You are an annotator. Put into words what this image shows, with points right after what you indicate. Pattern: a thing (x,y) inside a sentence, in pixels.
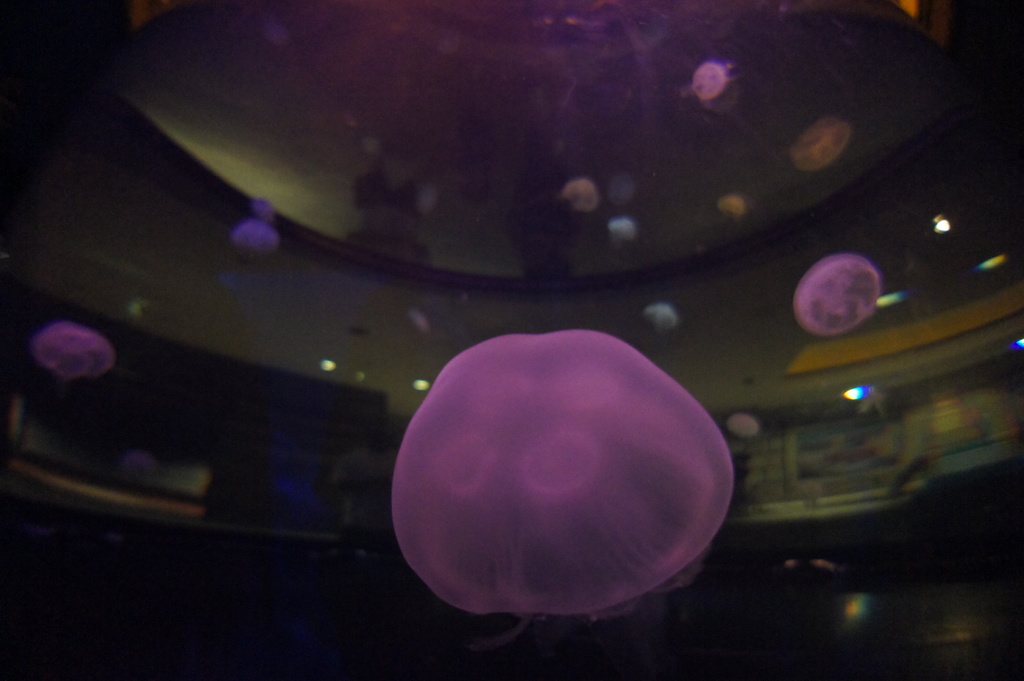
In this image I see few objects (822,153) which are of violet, white and brown in color and I see the lights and in the background (76,303) it is a bit dark.
